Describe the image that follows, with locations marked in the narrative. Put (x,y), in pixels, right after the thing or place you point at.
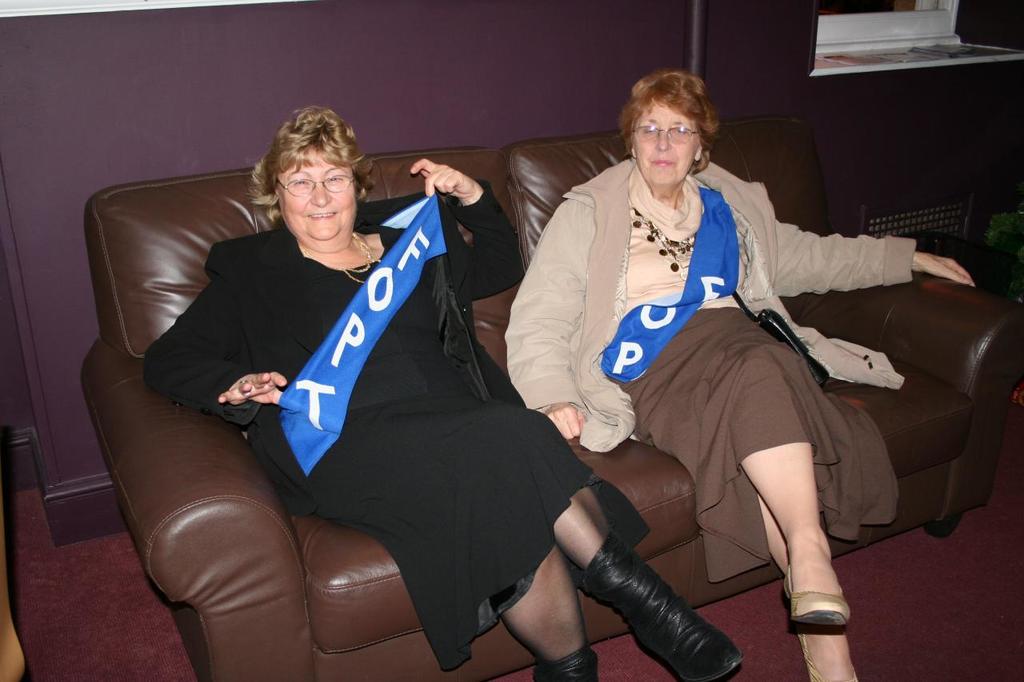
In this image, we can see two women (514,394) are sitting on a couch (470,237) and watching. Here a woman (319,220) is holding a blue cloth (389,267) and smiling. At the bottom (914,657), we can see surface (800,665). Background (481,71) there is a wall (474,86). On the right side of the image (1018,237), we can see plants (1013,232) and few objects (971,227). Left side (7,663) bottom corner, there is an object (5,621).
